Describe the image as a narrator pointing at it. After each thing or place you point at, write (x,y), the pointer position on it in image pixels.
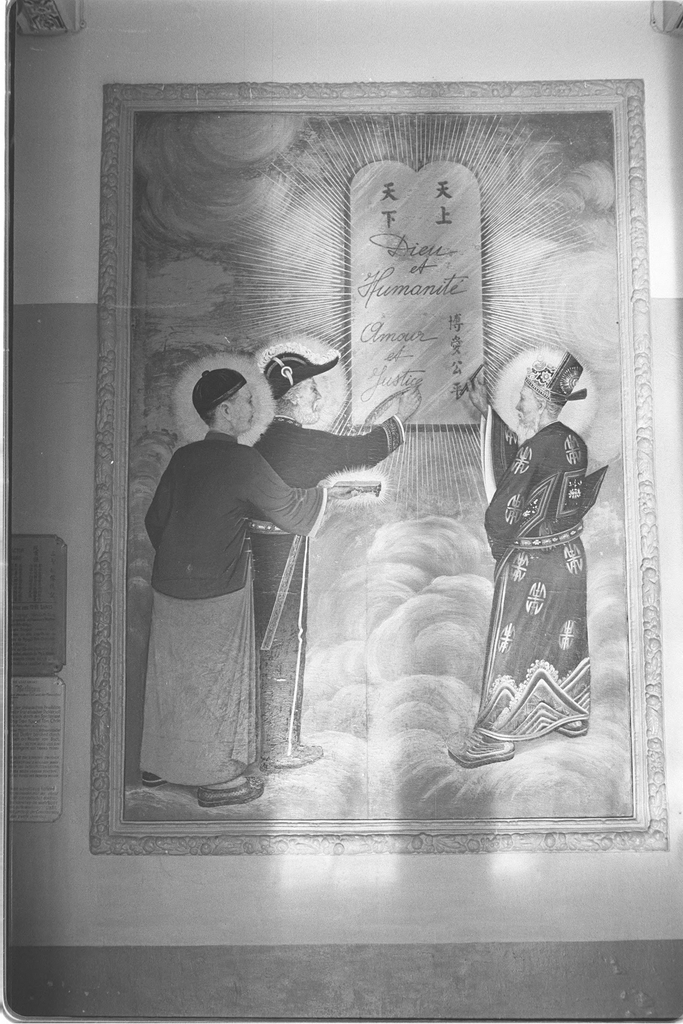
This is a black and white image. We can see a frame (116,705). In this frame (173,604) we can see two people (550,519) writing with a feather (387,398). There is a person (189,465) holding an object (355,487) in a hand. We can see boards (62,559) on the left side (44,549).
